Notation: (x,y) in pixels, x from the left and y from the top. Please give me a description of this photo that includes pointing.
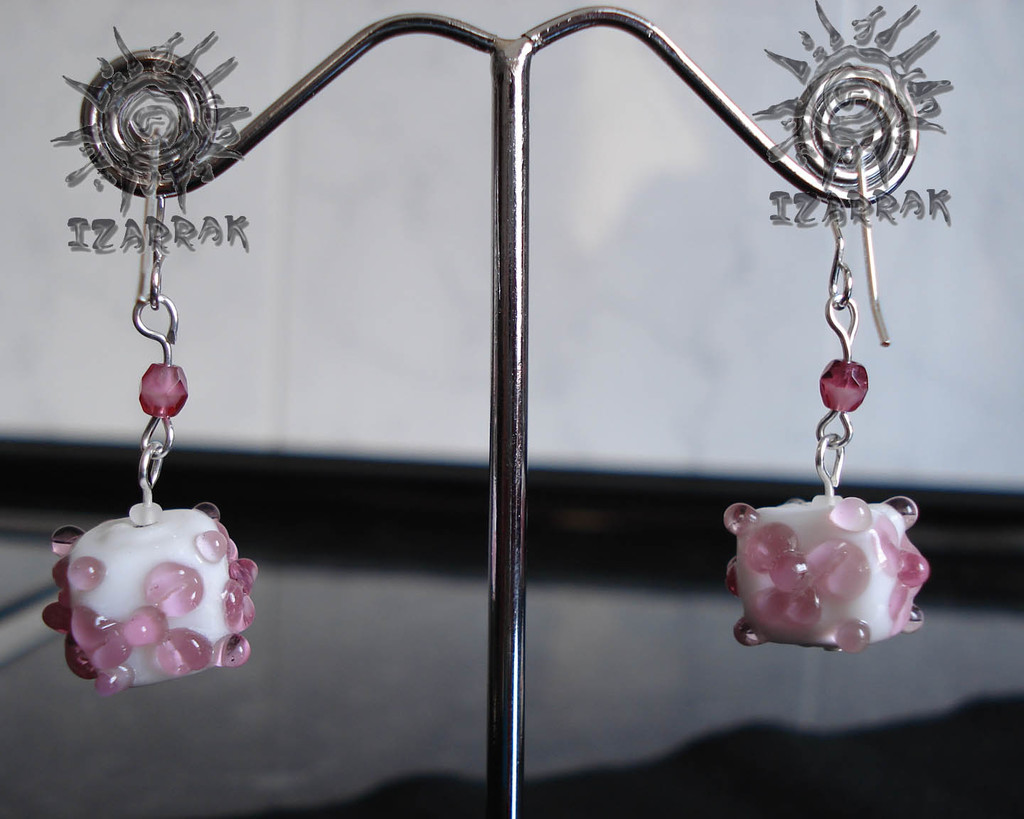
I can see two earrings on the stand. One is on the left side (156,416) and the other one is on the right side (835,497).
